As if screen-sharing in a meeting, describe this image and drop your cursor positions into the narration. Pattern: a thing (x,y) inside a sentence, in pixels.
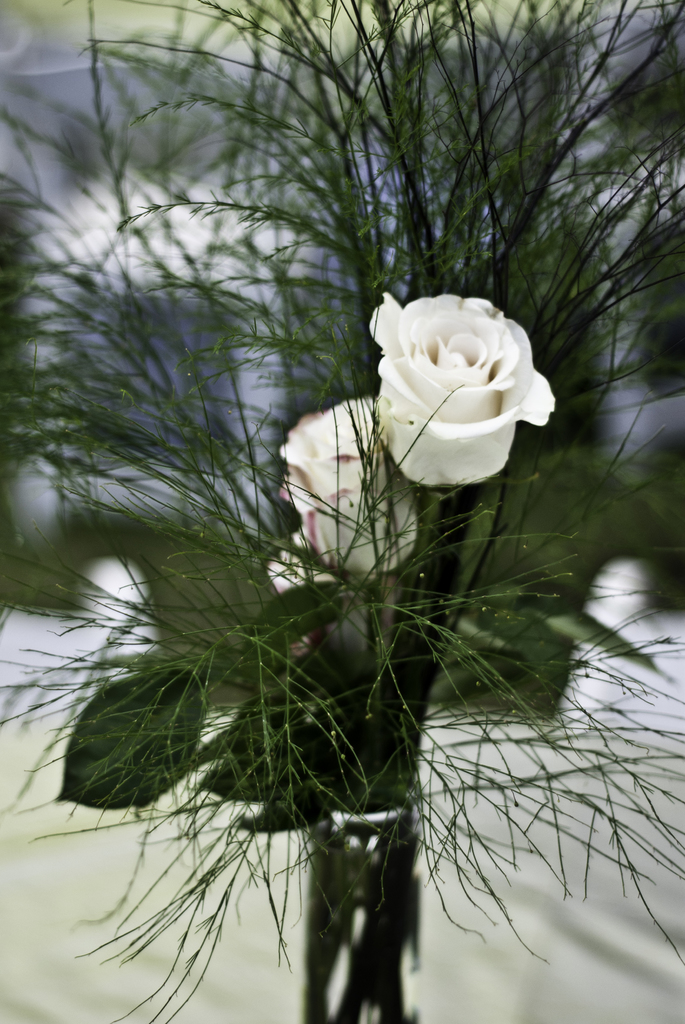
In this image we can see a flower bouquet (404,601).
